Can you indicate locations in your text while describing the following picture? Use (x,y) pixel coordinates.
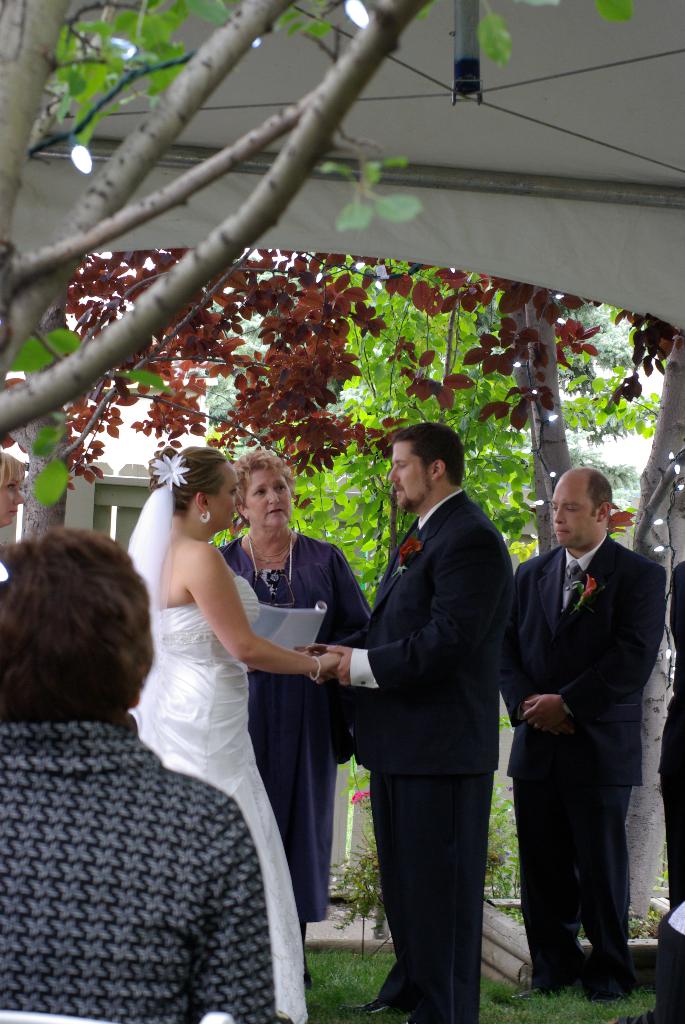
In this image there are two women (264,646) standing, there are two men (523,632) standing, the woman (280,524) is holding an object (299,631), there is a woman (83,828) sitting towards the bottom of the image (81,852), there is an object (213,1021) towards the bottom of the image (225,1017), there is grass (604,1010) towards the bottom of the image (369,966), there are plants (358,881), there are trees (365,426), there is a roof (536,88) towards the top of the image (469,138), there are lights (124,84), there is a tree trunk (655,466) towards the right of the image (672,544), there is a woman's face (19,497) towards the left of the image (9,489), there is a wall (139,496) behind the woman (178,507).
